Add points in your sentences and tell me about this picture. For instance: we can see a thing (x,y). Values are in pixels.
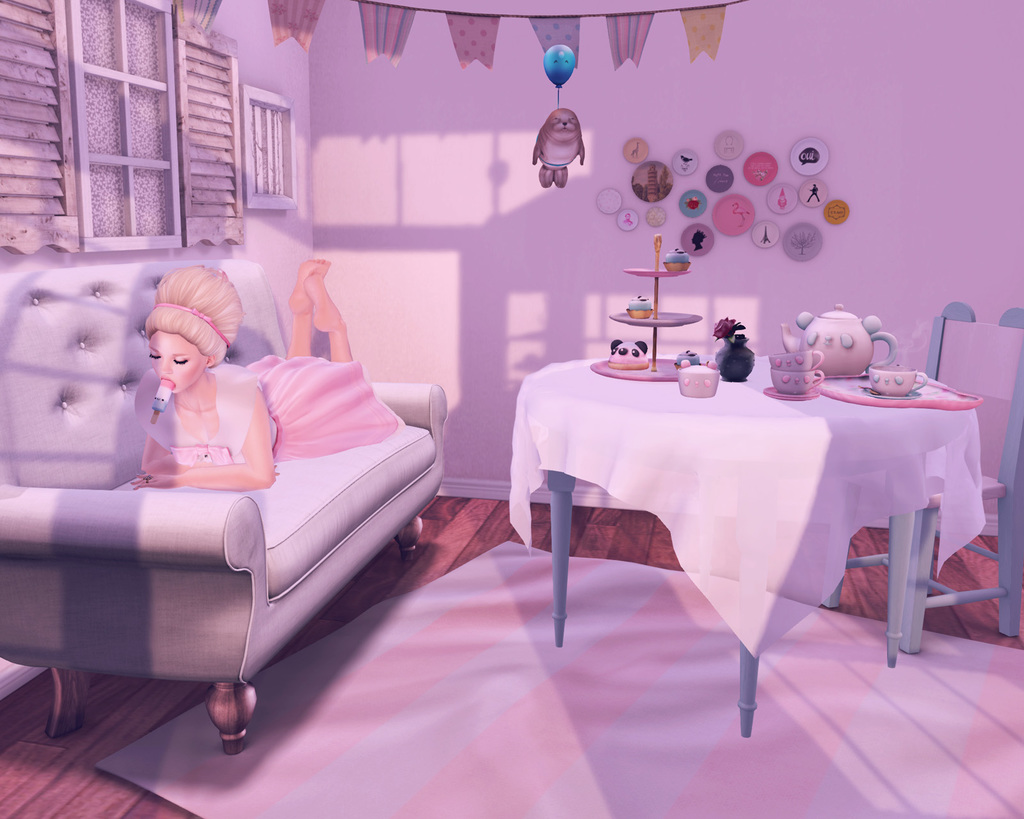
This image looks like it is edited. On the left (318,389), there is a woman (271,422) lying on the sofa (284,464). In the middle (656,442), there is a table (708,510) covered with a white cloth (726,425). In the background (293,235), there is a wall (400,154). On the left (156,129), there is a window (143,140). At the bottom (207,753), there is a floor (14,783).
